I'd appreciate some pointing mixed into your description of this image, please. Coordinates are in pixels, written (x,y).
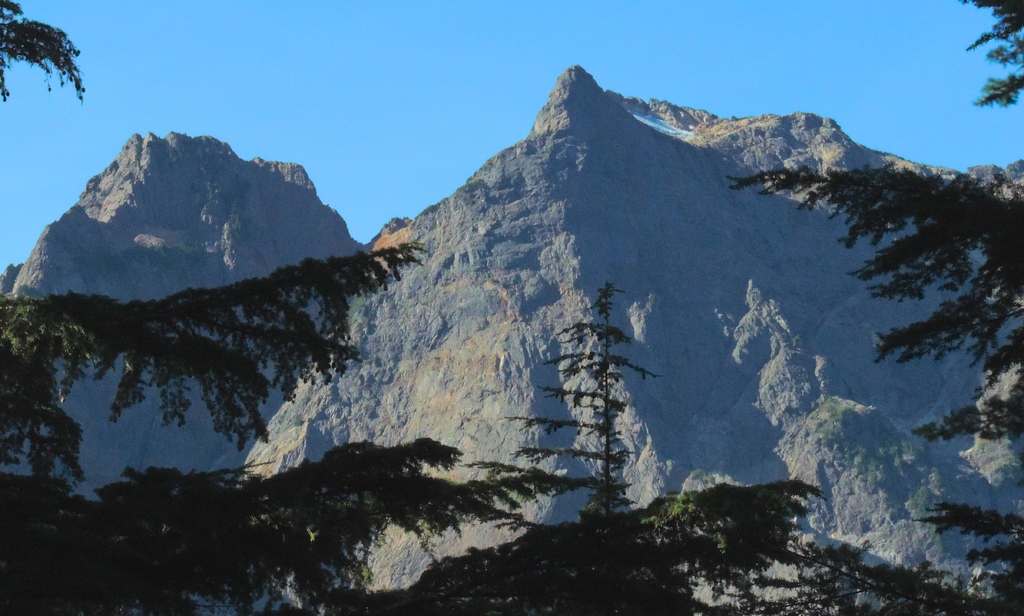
This is the picture where we can see the mountain (556,240) and trees (236,350). And on the background (381,125) there is a sky (442,79).
